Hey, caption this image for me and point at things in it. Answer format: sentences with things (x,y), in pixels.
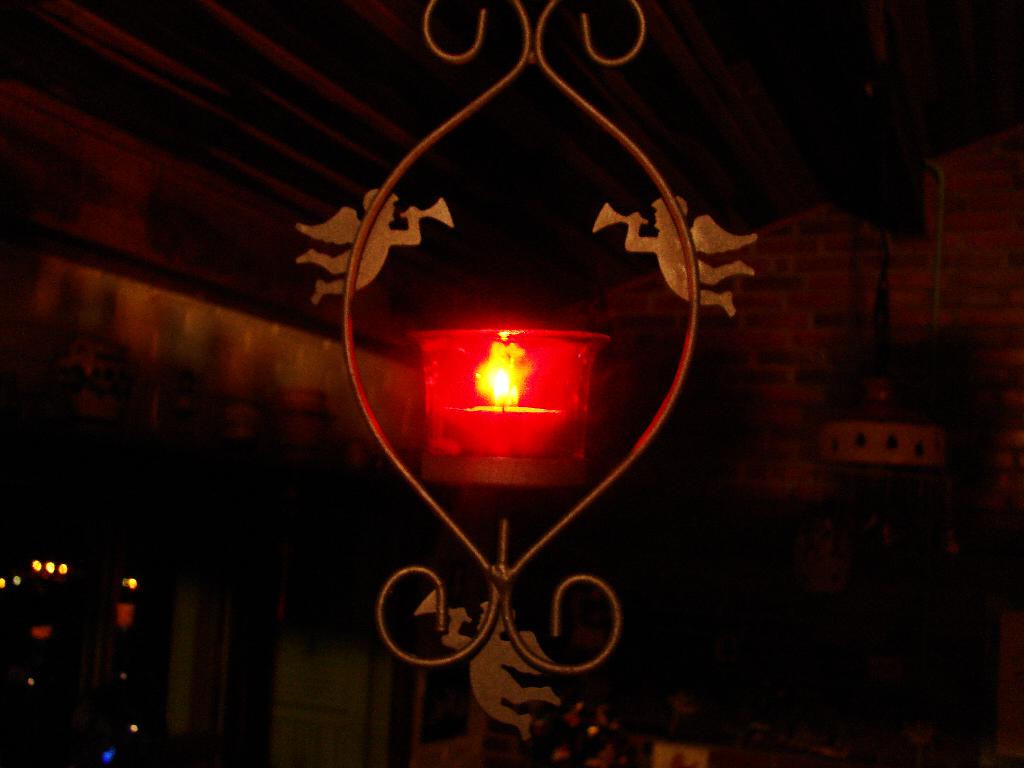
In this picture I can see there is a lamp (485,448) here and there is a glass (509,443) around a candle (507,420) and there is a iron frame (497,575) around it and there are some metal frames (673,287) attached and in the backdrop (823,227) I can see there is a wall (904,301).
